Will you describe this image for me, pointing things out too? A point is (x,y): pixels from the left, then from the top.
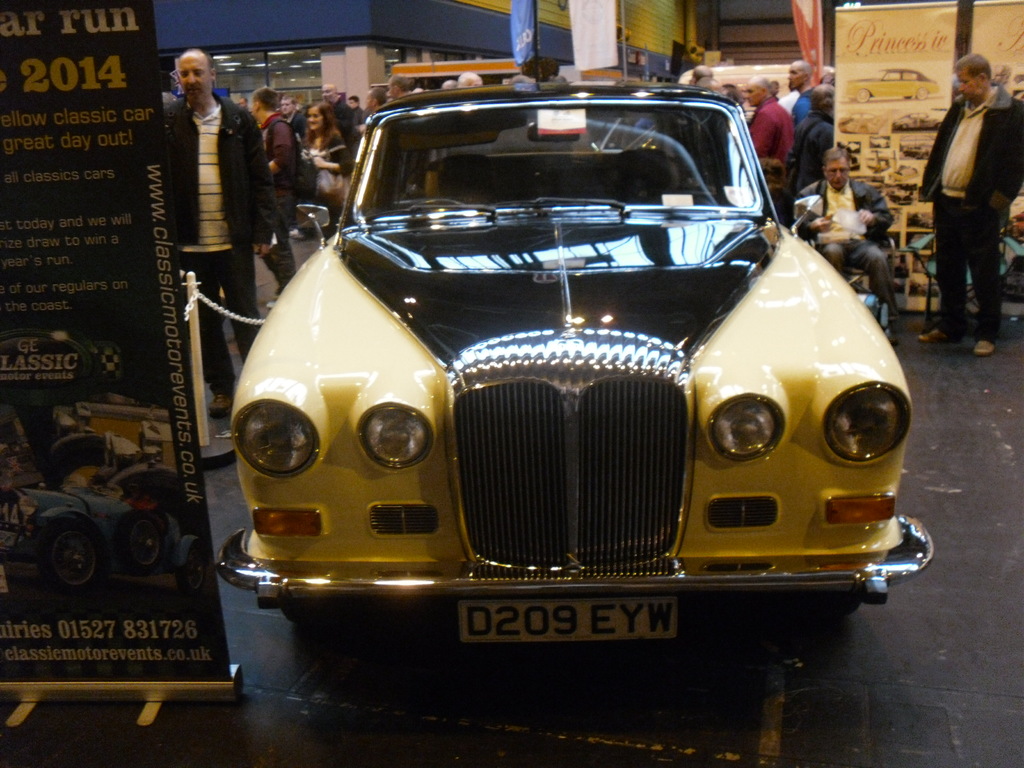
In this image we can see a car (401,388), to the left of the car (233,432) we can see a poster (165,357), a small rod (199,387) with a chain (234,318) and on the right side of the car (664,332) we can see a person (886,274) sitting on a chair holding a paper (848,211) and another person (946,233) watching at him, there are a few people (216,324) behind the car (447,104), a car window (700,106) and a wall (354,64).
